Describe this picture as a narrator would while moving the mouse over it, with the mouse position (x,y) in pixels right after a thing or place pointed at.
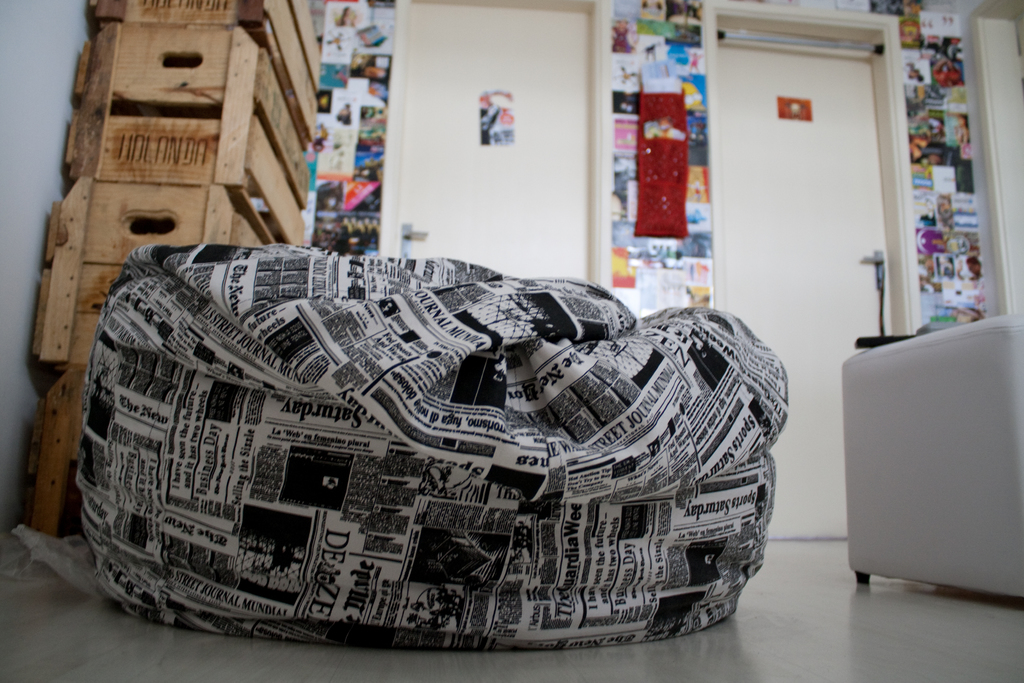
Here we can see a bean bag (538,504) and wooden boxes (263,2) on the floor (616,650). In the background (751,314) we can see a doors (769,266) and posters (619,202) on the wall (687,282).
